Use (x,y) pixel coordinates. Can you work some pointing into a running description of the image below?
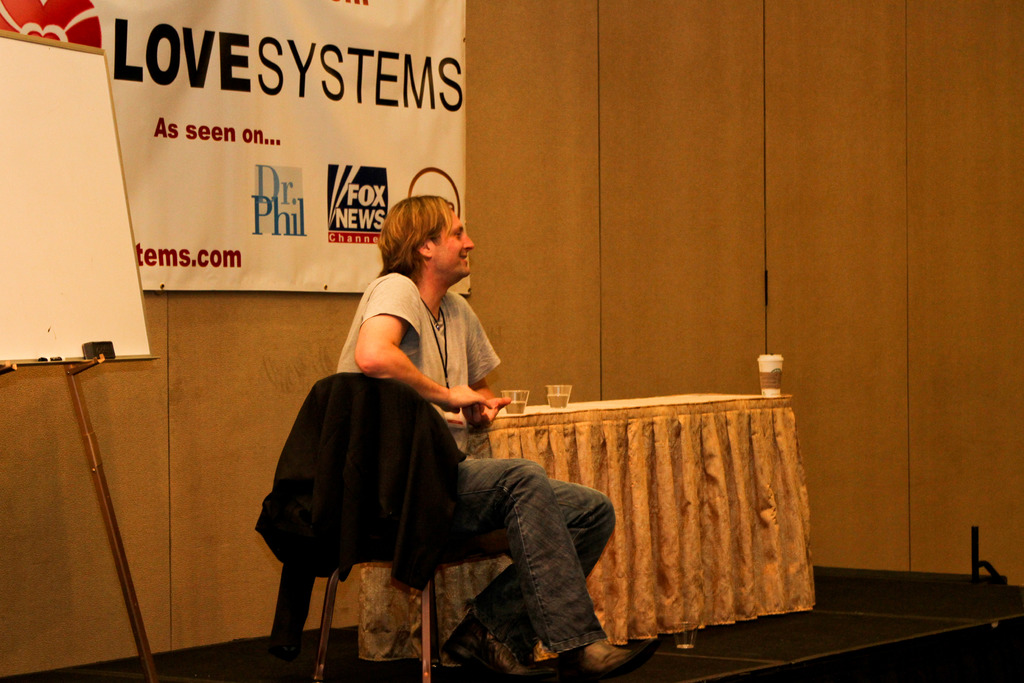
In the center of the image (405,283) there is a man (493,521) sitting on a chair (305,461). In the background of the image (489,272) there is a wall (302,395) with banner (299,191) on it. To the left side of the image (126,289) there is a board (61,55). There is a table (713,623) with glasses (516,398) on it.
